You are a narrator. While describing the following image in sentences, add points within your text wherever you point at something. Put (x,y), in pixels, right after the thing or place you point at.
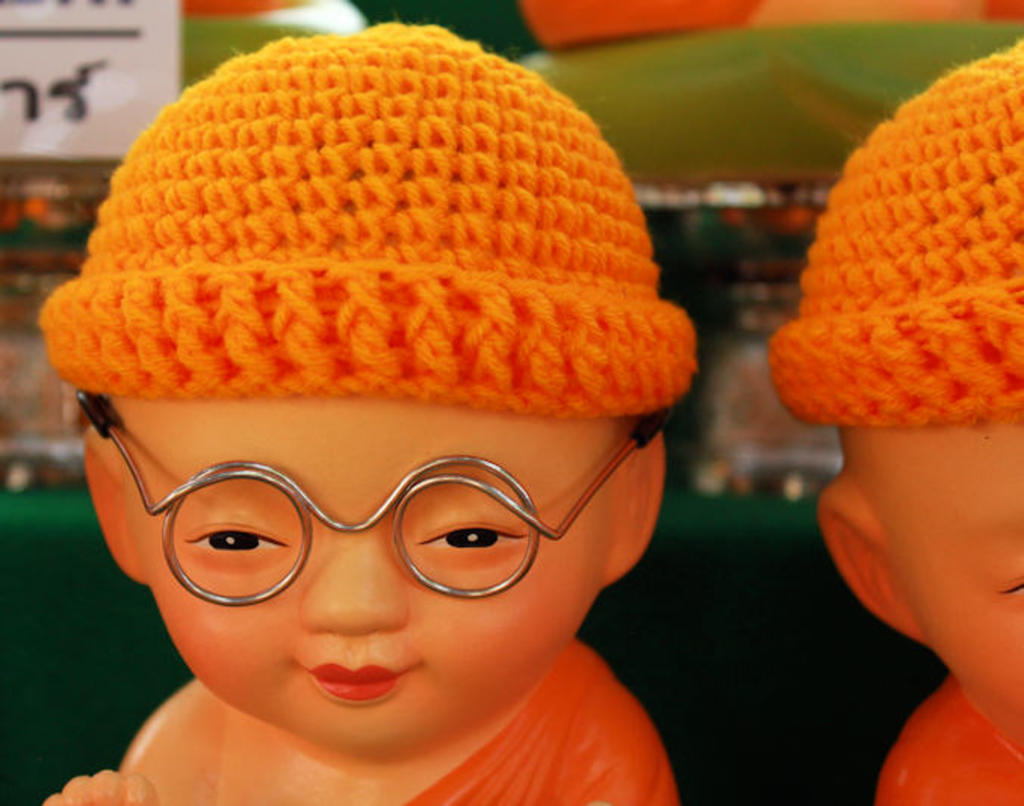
In this image we can see some dolls (475,543) with woolen hats (612,410).
